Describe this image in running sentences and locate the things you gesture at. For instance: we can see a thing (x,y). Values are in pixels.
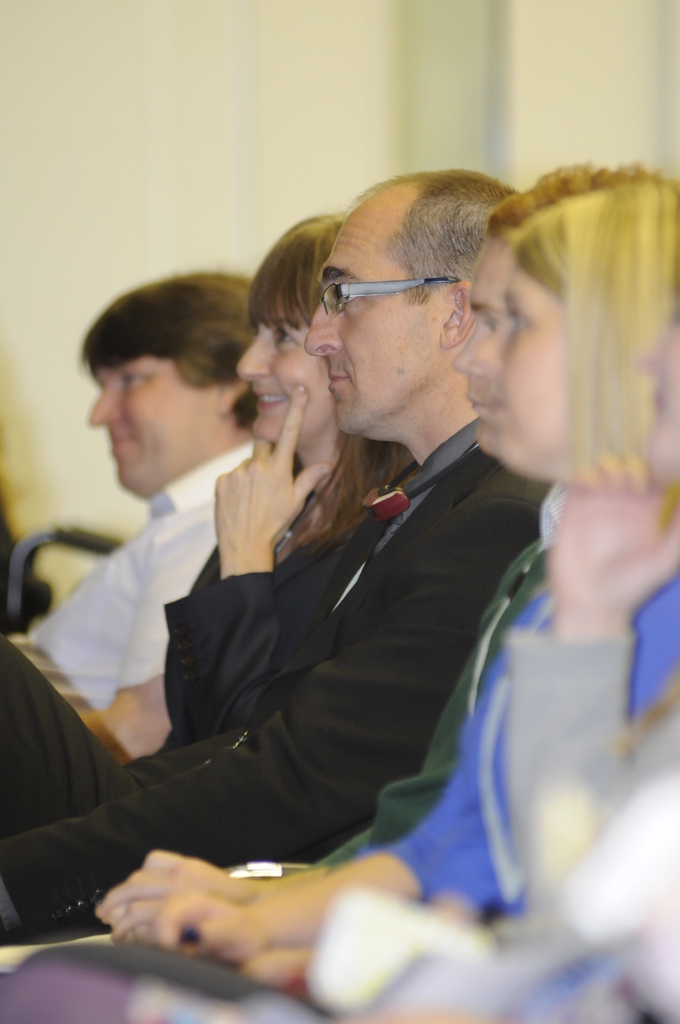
In this image I can see the group of people (322,615) with different color dresses (351,598). I can see one person (375,340) wearing the specs (357,284). In the background (261,124) I can see the wall (230,111).
